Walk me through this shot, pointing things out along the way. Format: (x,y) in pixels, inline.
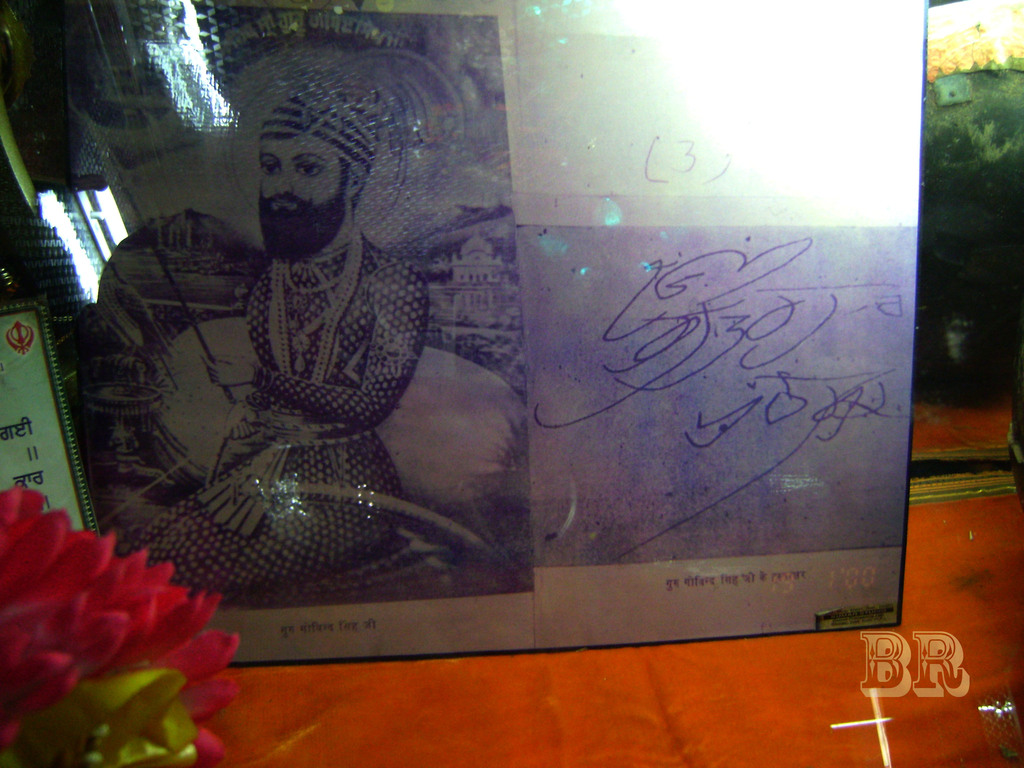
In the image there is a frame (533,452) with an image (272,205) of a person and text (699,448) on it. In the bottom left corner of the image (95,603) there is a flower (92,594). Behind the flower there is a frame (24,420) with text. And also there is a watermark (944,660).
